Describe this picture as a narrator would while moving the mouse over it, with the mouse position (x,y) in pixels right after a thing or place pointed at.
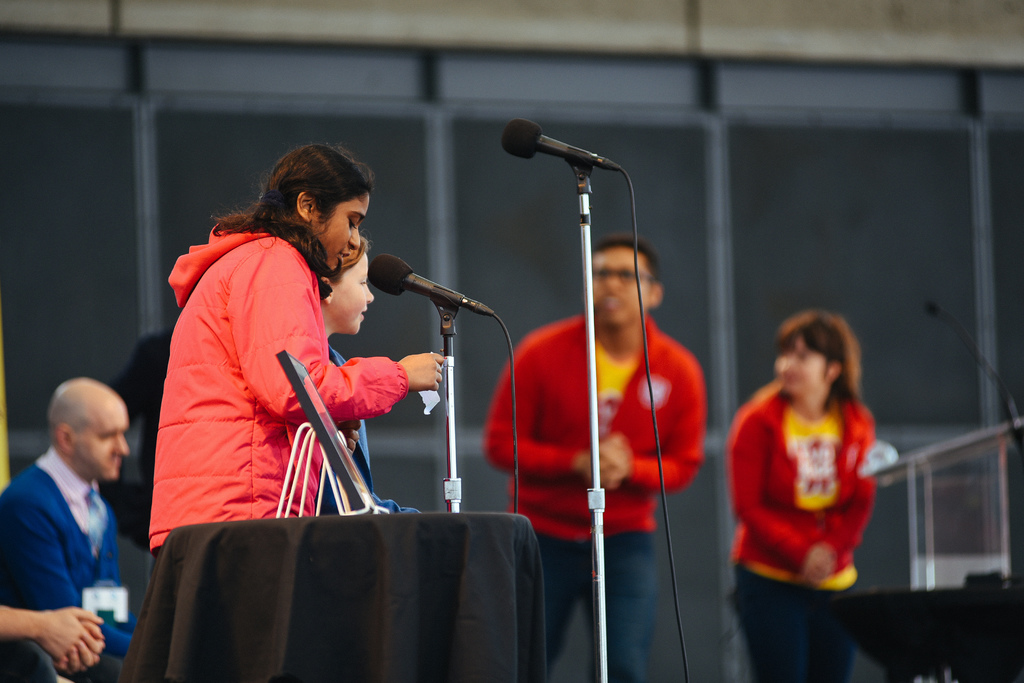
There are people (435,366), mics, it seems like a frame (346,474) on the table (309,601) in the foreground area of the image (459,499). There are other people (624,369), mic (1004,394), it seems like windows (664,228) in the background (469,134).
